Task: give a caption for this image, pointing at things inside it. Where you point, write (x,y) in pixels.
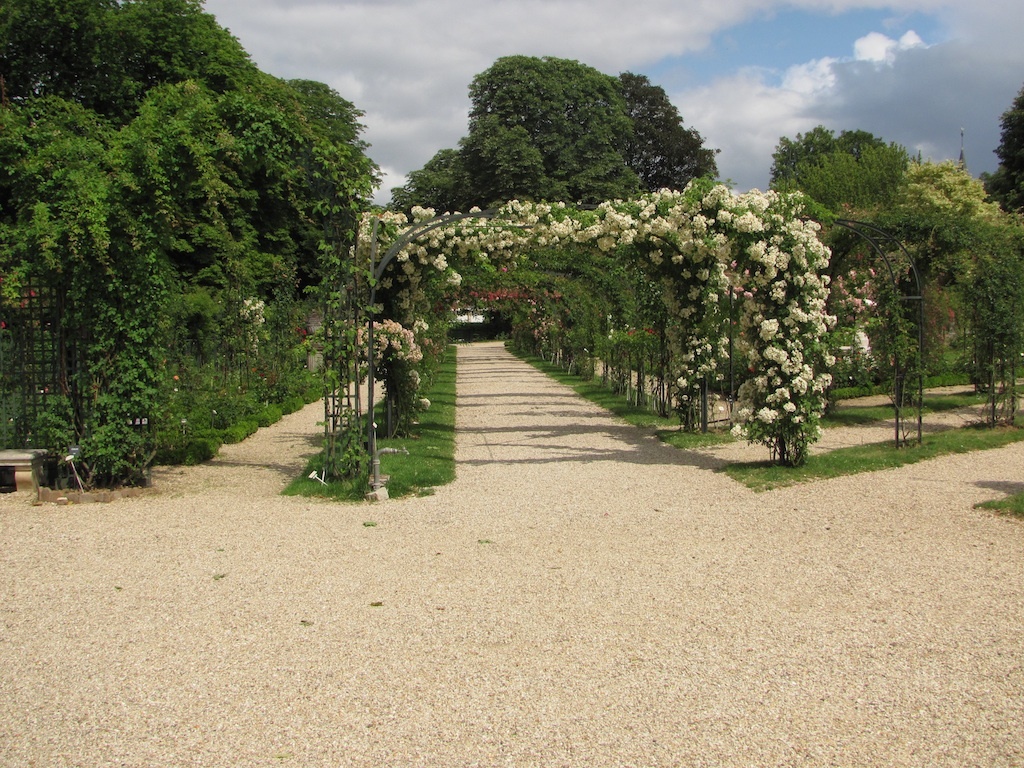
In the center of the image (408,304) we can see arches (473,286). On the arches (580,309), we can see plants (587,216) with flowers (773,324). In the background (511,150), we can see the sky (674,57), clouds (817,96), trees (988,231) and grass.
